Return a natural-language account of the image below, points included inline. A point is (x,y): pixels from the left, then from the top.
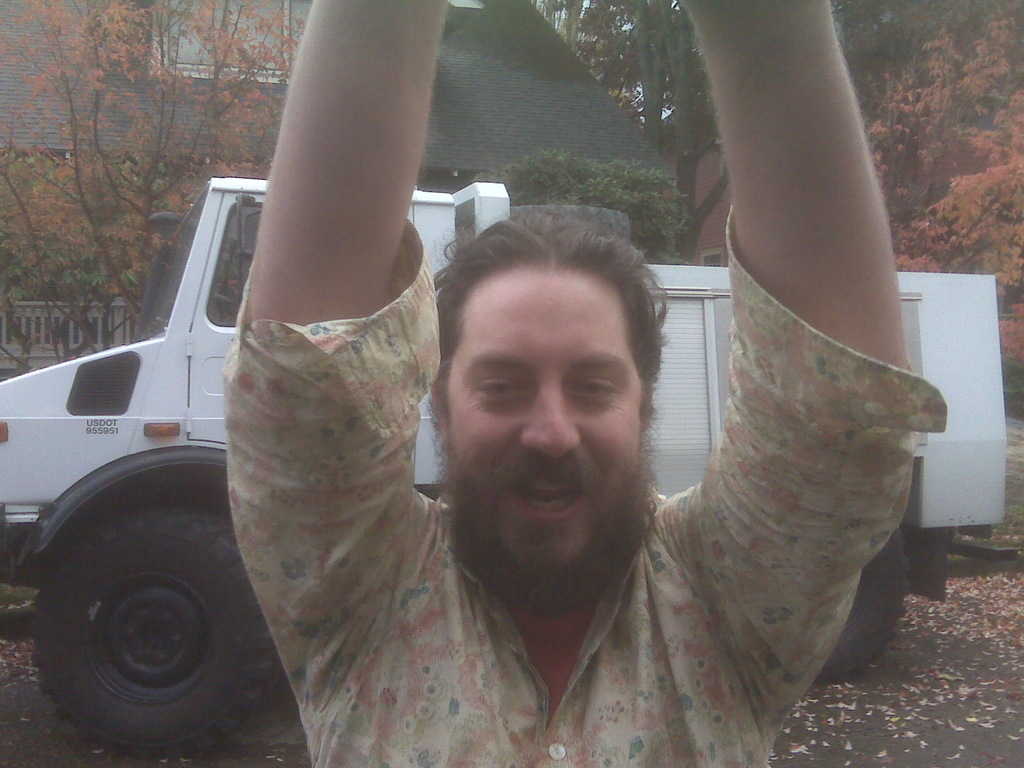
In this image there is a person (553,588). Behind him there is a vehicle (918,460) on the road (921,691). Left side (37,323) there is a fence (92,321). Background (940,228) there are trees (75,247) and buildings (702,175).
